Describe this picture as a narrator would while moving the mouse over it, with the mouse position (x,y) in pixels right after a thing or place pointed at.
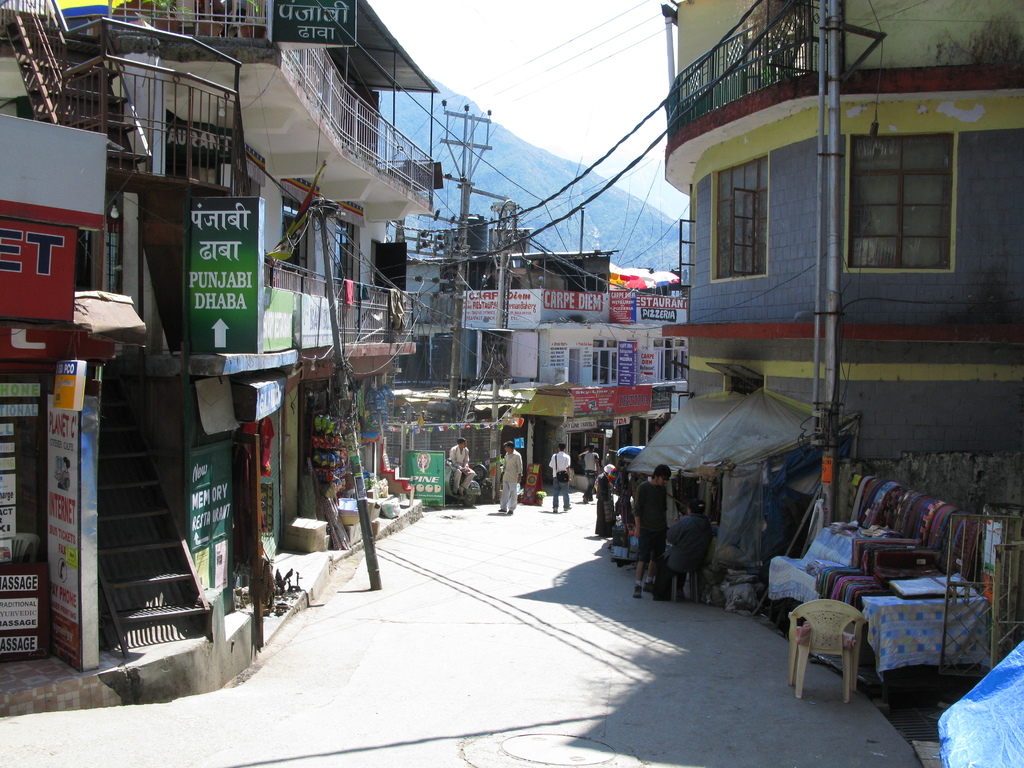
In the middle of the image (505,447) few people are standing and walking on the road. Behind them there are some poles (477,162), buildings (1014,210) and banners (22,245). Behind them there is a hill (408,99). At the top of the image (654,14) there is sky (654,14).
